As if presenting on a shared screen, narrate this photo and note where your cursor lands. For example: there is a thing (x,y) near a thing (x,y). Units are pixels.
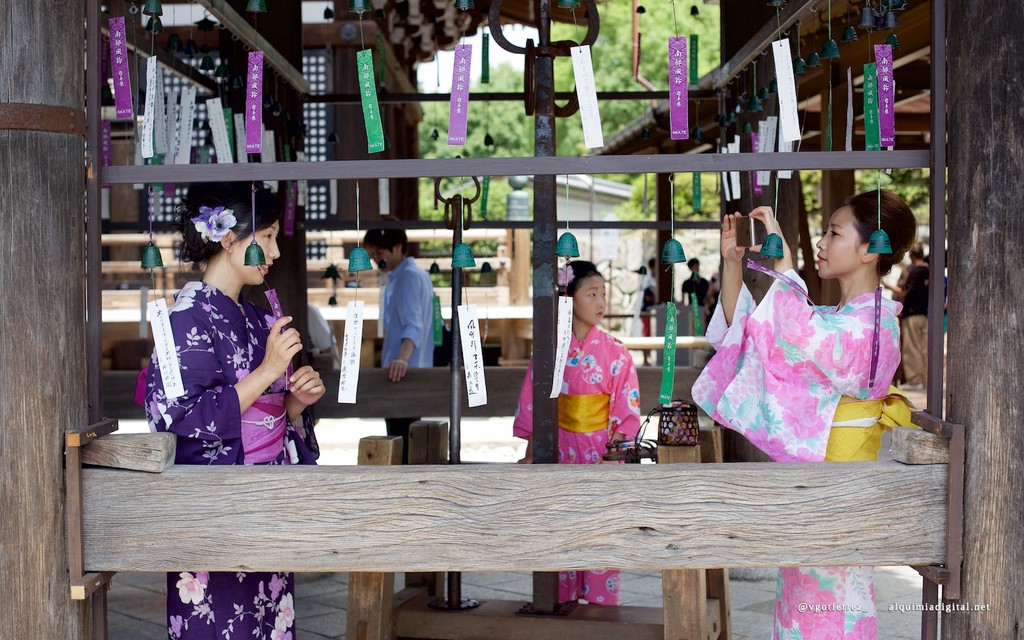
In this image we can see some group of persons (227,454) standing in a room (321,261) in which there are some wooden walls (58,134), sticks (98,291) and there are some papers (891,139) which are hanged and in the background of the image (705,44) there are some trees (705,44).
